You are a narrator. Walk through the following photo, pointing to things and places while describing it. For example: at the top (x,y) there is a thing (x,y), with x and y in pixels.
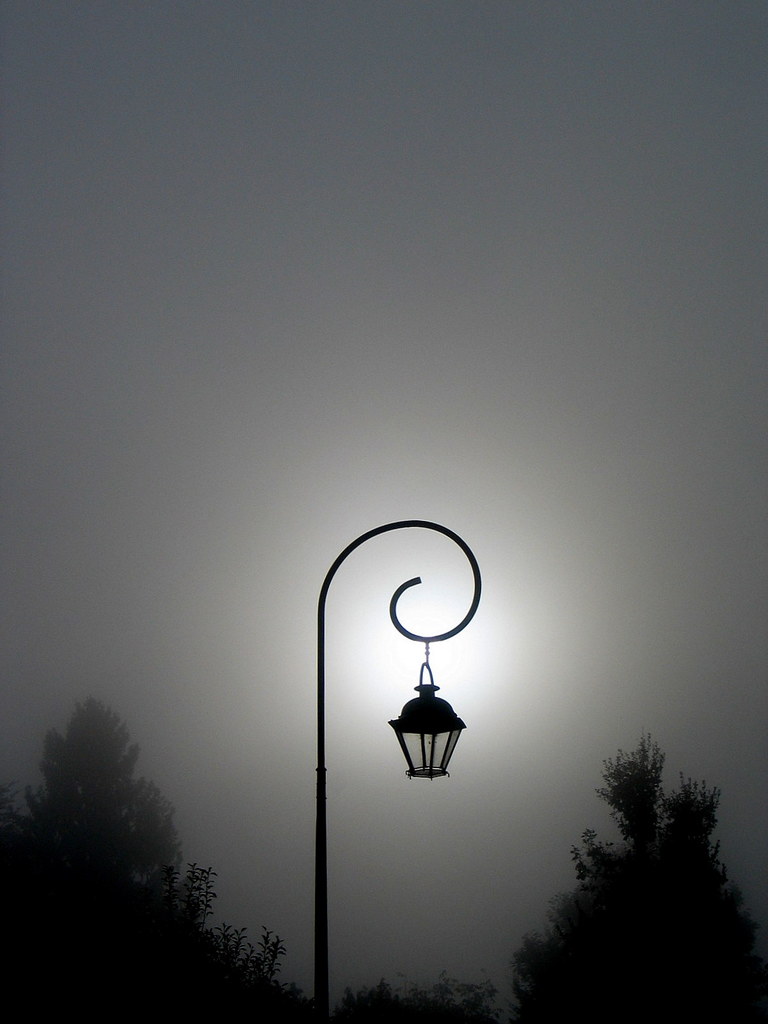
In this picture we can see a pole (315,919) and a light (411,736) in the middle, in the background (672,929) there are trees (525,985), we can see the sky (509,292) at the top of the picture (442,249).
